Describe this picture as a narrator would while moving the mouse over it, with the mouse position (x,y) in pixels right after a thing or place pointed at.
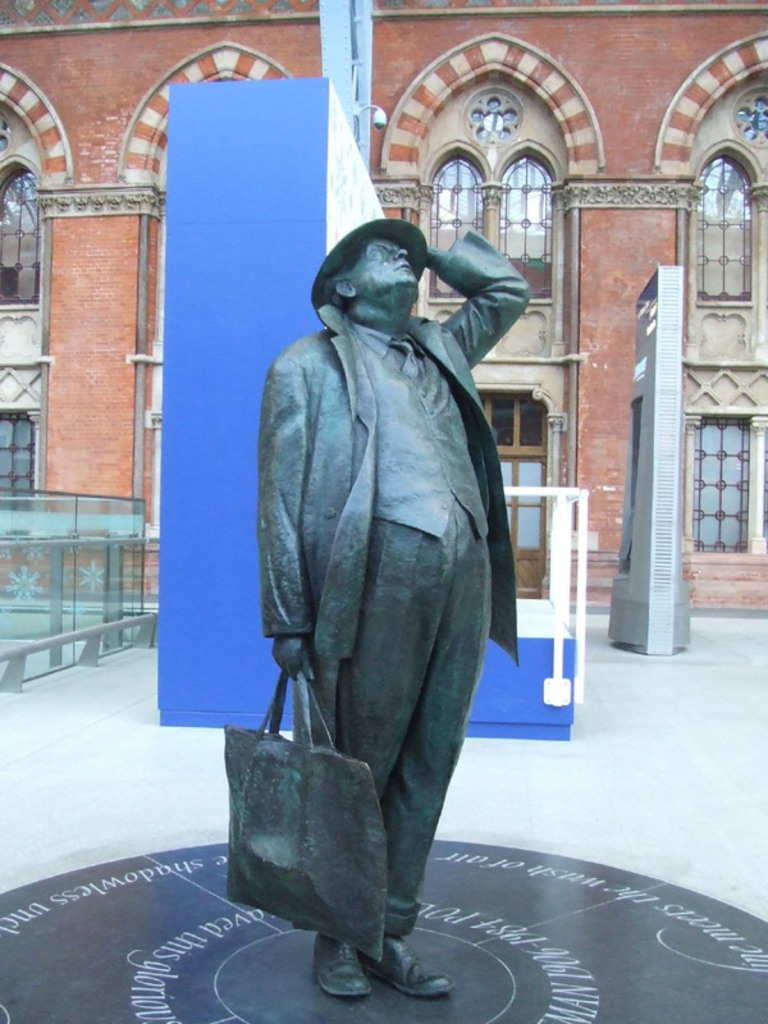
In this picture we can see a statue (479,485) in front of the building (590,312), in the background (23,226) we can find few metal rods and few windows (24,207).
